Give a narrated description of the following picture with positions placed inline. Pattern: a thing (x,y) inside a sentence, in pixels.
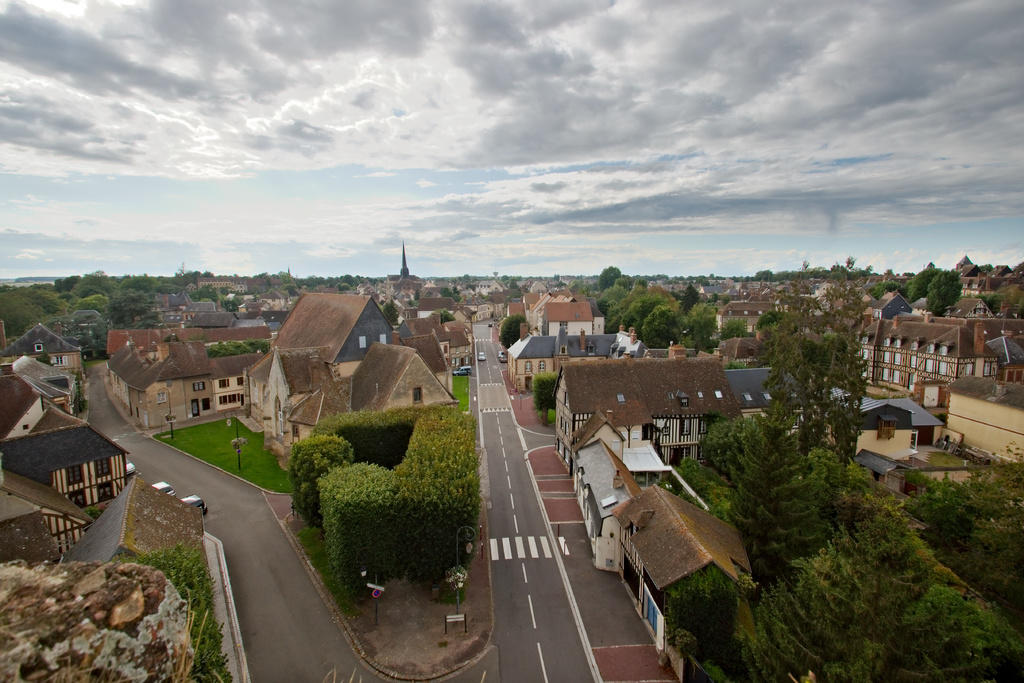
This is an aerial view of a place, which consists of trees (343,555), plants (455,514), roads (491,360), houses (676,536), buildings (685,509) and vehicles (189,511).
